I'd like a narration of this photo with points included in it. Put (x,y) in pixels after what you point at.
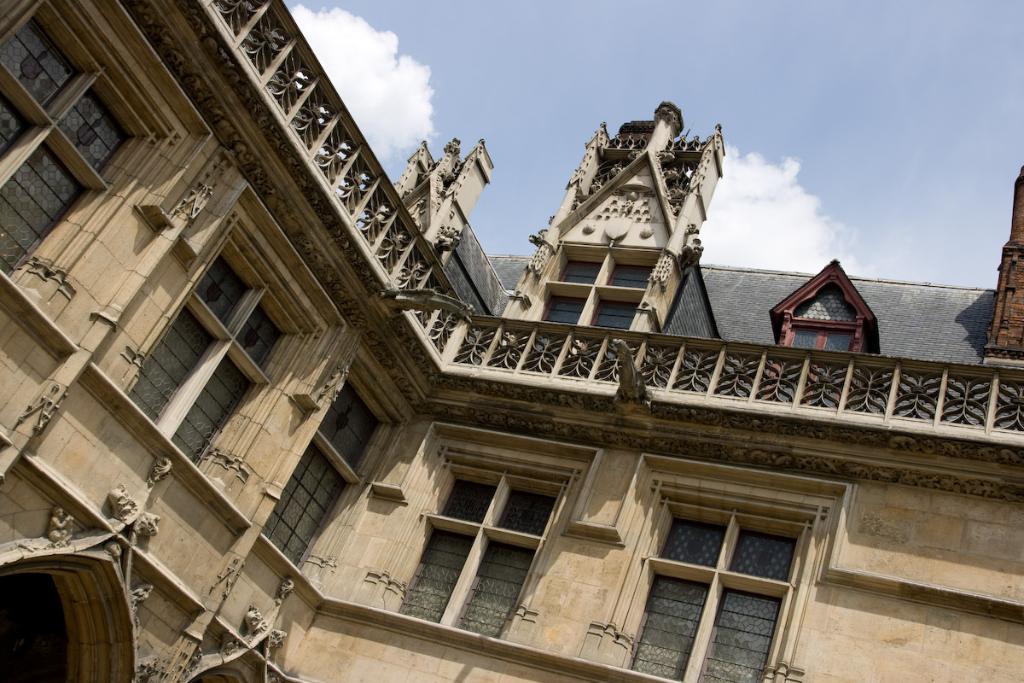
In this image we can see a building (426,565) with windows (319,469), railing (818,373) and other objects (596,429). On the right side (1006,174) top of the image (506,117) there is the sky (741,48).
